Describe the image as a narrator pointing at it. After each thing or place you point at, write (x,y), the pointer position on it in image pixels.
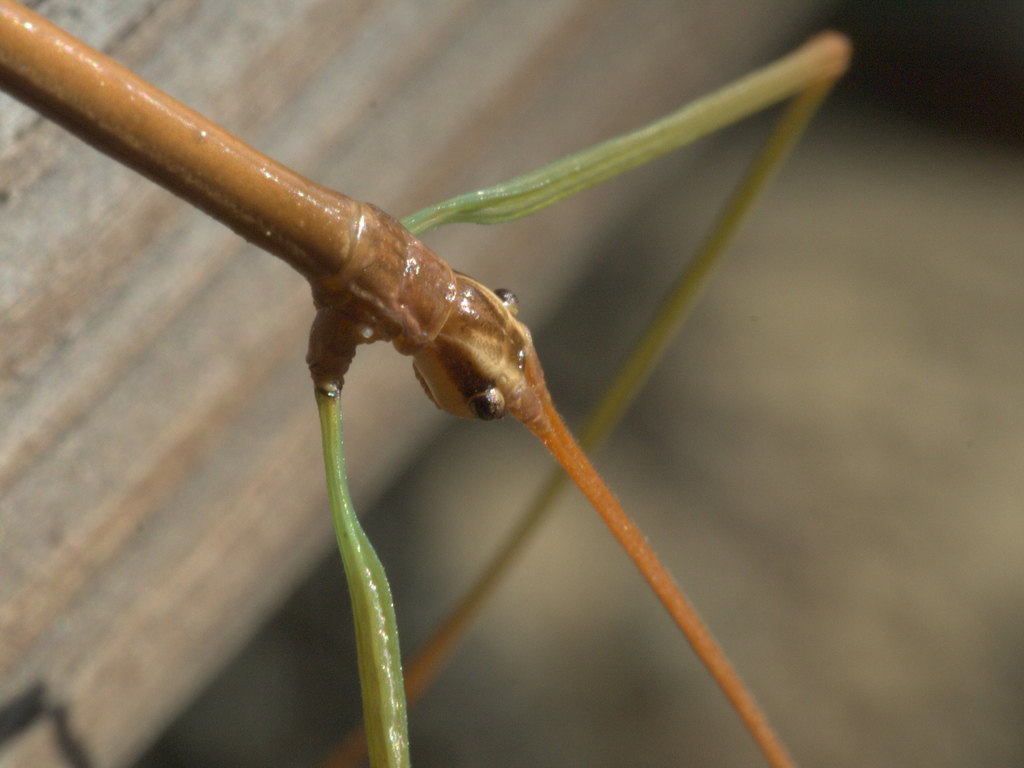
In this image we can see an insect (462,381). In the background of the image (760,400) there is a blur background (864,274).
